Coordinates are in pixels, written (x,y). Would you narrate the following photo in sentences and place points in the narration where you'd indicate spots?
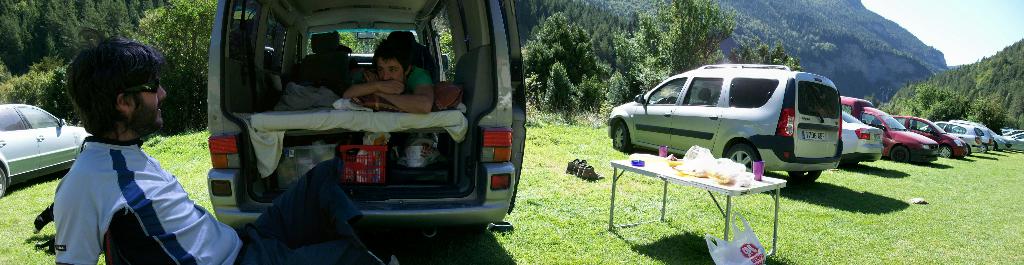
on the grass (874,190) there are many cars (958,135), white bench (759,182) on which there are plastic covers (734,170) and glasses (758,166). in front of it there is a plastic cover (719,259) on the ground (675,223). at the left (152,196) a person (161,212) is sitting. behind that there is a car (361,21) in which a person (415,104) is resting. below him there are red and white baskets (317,160). at the left (17,142) there is another car (23,131). at the back (31,63) there are trees (685,51).
